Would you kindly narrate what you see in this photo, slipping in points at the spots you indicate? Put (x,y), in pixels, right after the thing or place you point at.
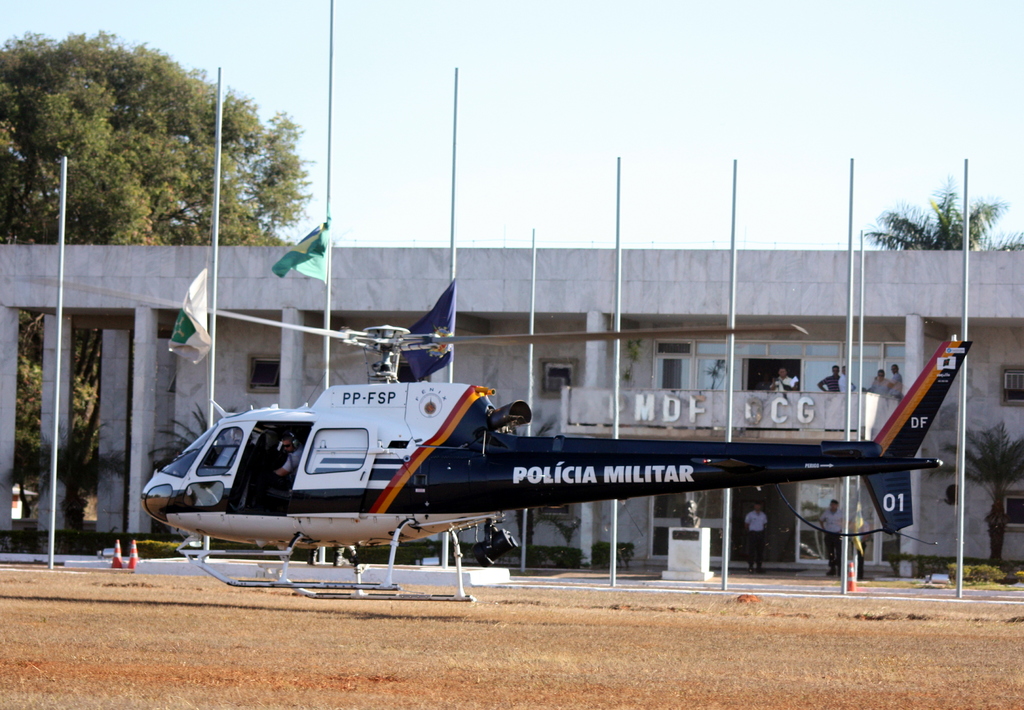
In this image there is sky (589,76), there is tree (206,209), there is building (612,308), there are people (896,374) on the building (909,370), there is a helicopter (436,448), there is a sculpture (689,511), there is a person (747,522) standing in front of the building (768,555).
